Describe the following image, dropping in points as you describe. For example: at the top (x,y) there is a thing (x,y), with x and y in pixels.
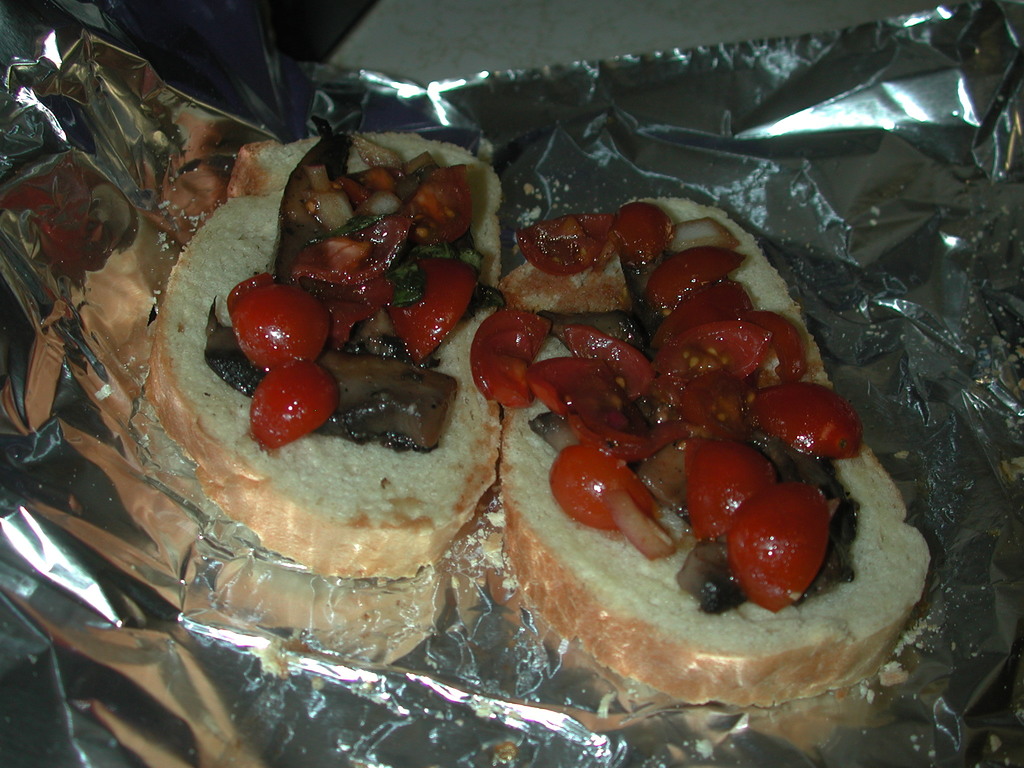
In this picture we can see a cover (158,691) at the bottom (171,697), there is some food (699,563) present on the cover (880,427).
